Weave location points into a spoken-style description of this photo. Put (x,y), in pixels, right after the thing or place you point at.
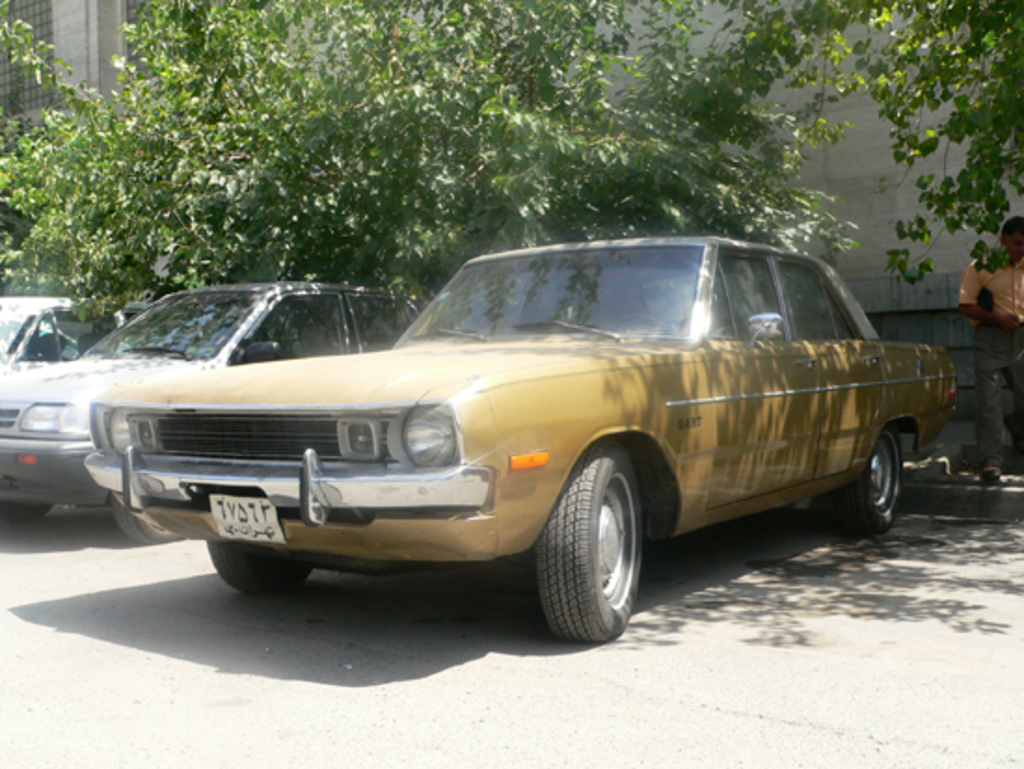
Here we can see vehicles (151,330). Background (458,237) there are trees (402,40), mesh (39,15) and wall (770,95). Beside this vehicle (585,362) a person (972,281) is standing. To this vehicle (584,482) there are wheels (572,507) and number board (272,506).
